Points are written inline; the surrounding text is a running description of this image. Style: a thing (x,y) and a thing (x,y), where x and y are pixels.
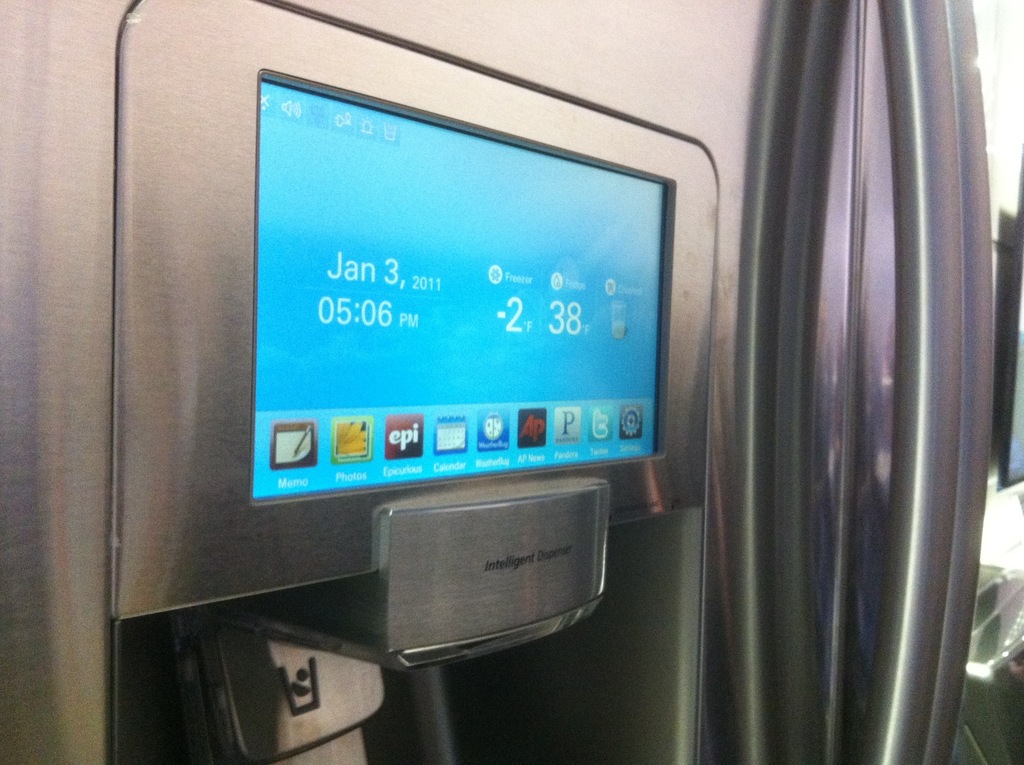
In this image we can see a display screen (520,384) with some pictures (532,432) and numbers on a device (414,605).
